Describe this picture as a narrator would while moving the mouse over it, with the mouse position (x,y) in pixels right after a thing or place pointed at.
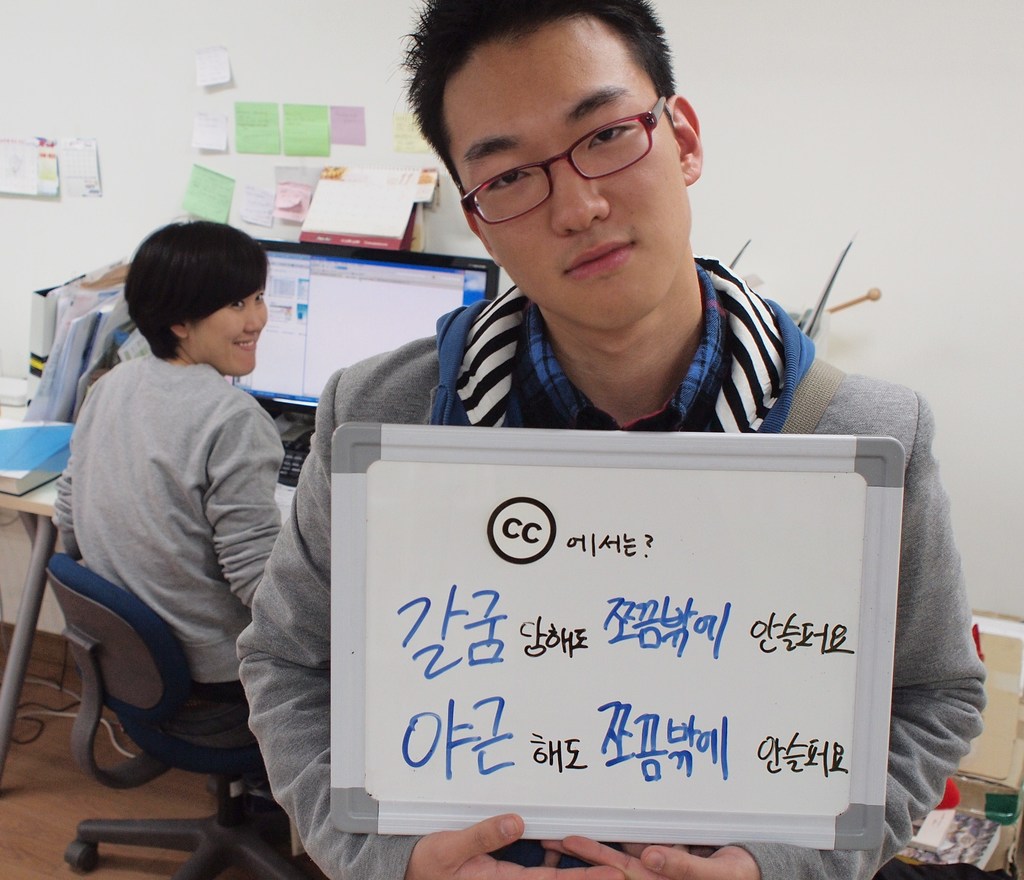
In this picture there is a man (521,193) standing and holding the board (724,637) and there is text (635,614) on the board (353,655). At the back (221,270) there is a woman (213,282) sitting and smiling and there is a computer (383,282), keyboard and there are books (12,480) on the table (17,505) and there are papers (22,160) on the wall (182,186) and there is text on the papers (7,179). On the right side of the image (1010,699) there are objects (995,837). At the bottom (38,705) there are wires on the floor (63,858).
